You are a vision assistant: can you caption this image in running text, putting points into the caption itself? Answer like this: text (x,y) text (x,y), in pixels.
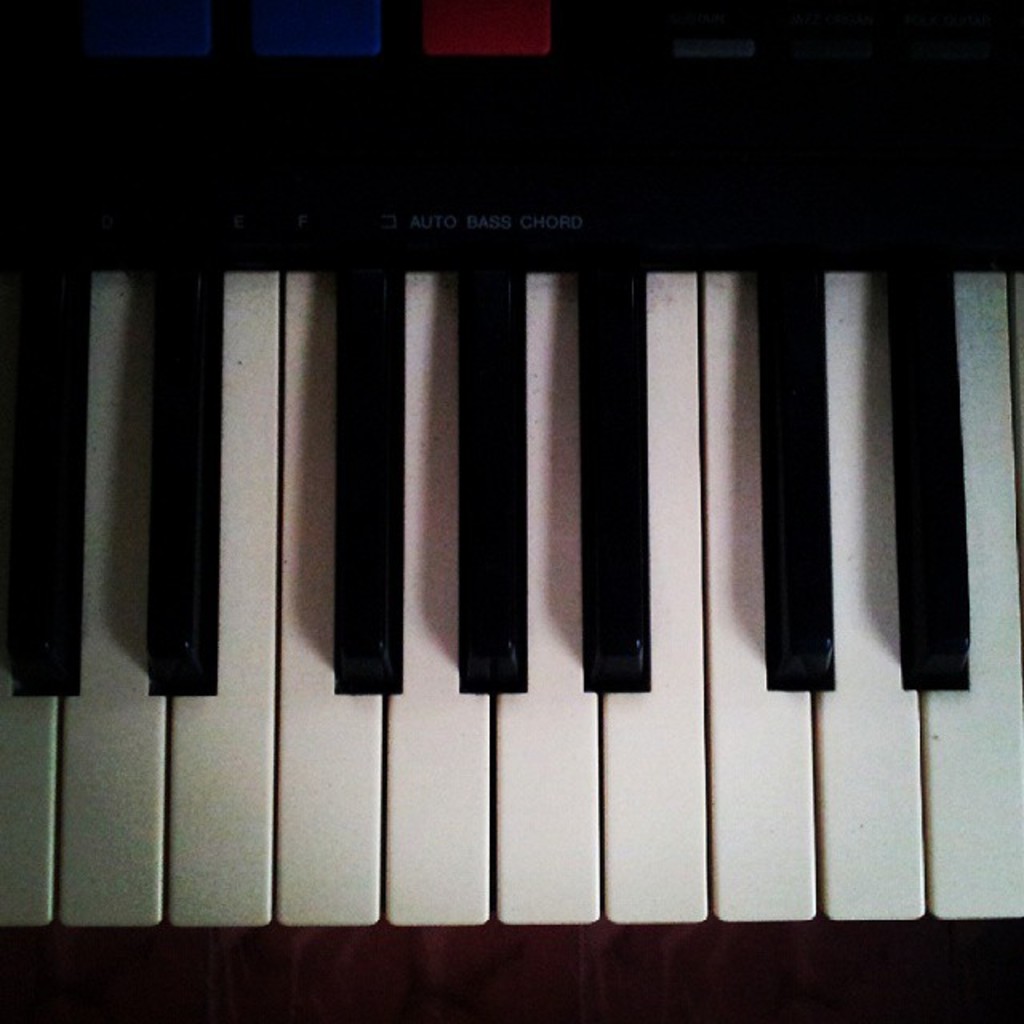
In this image, I can see a piano (474,164). This is a keyboard (714,764), which is black and white in color. At the top of the image (157,34), these look like the buttons (515,52) on the keyboard (383,132).
